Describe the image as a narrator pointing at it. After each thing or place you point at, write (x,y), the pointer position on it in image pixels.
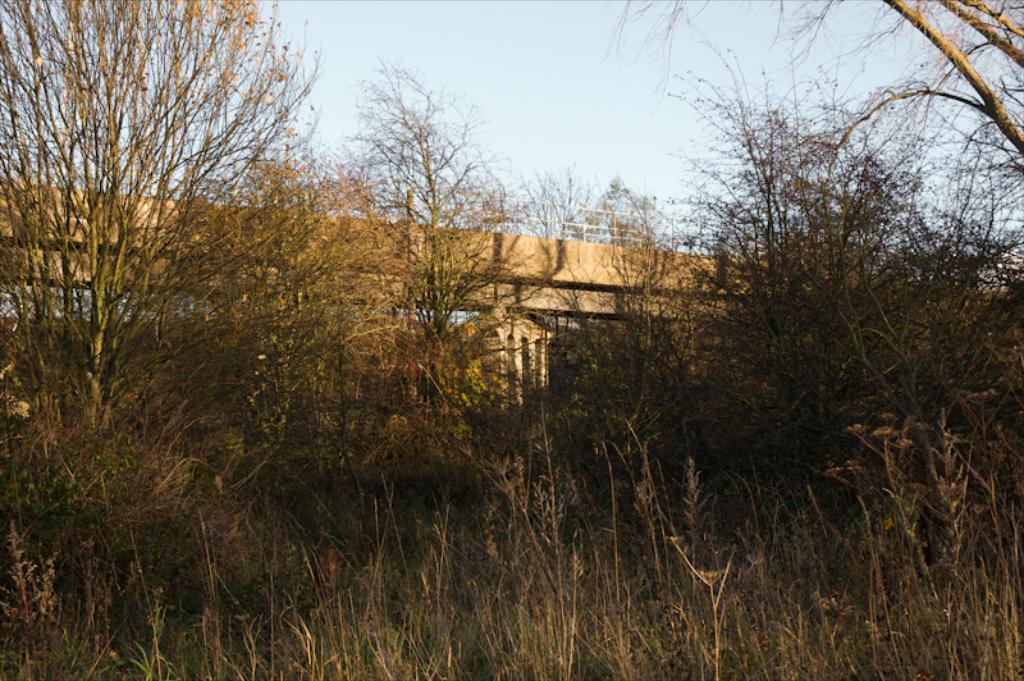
In this image there are trees (463,456), behind the trees (422,353) there is a bridge (596,266). In the background (593,136) there is a sky (520,116).
